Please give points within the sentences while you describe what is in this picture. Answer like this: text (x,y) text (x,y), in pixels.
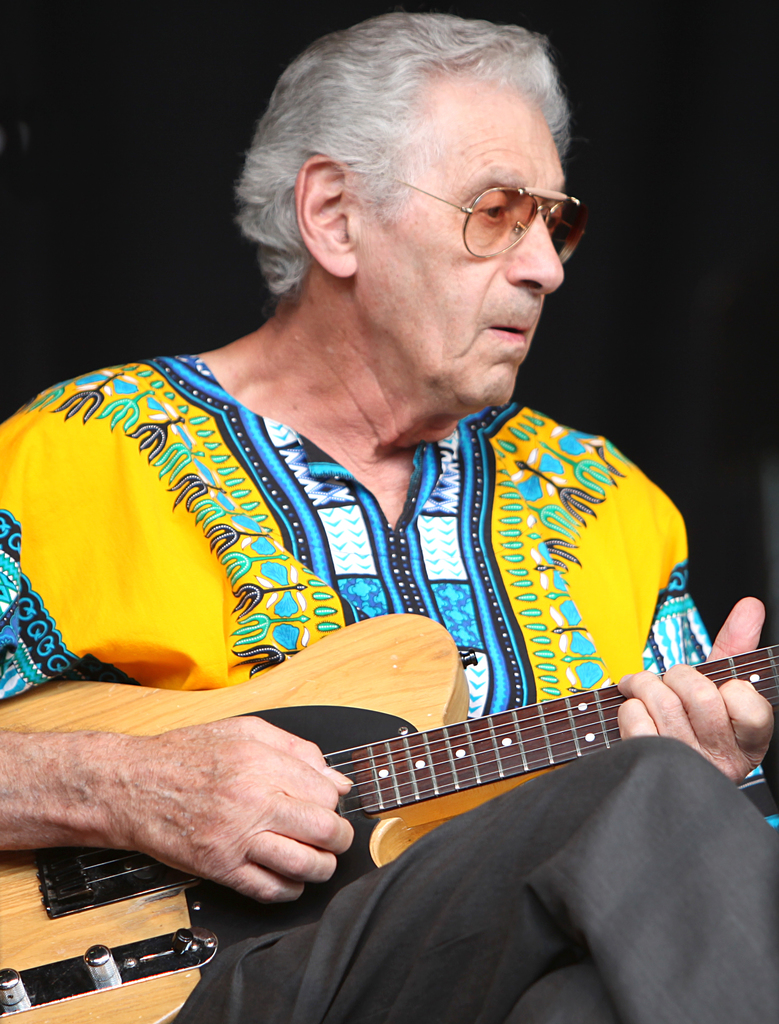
Here is the old man (430,531) wearing yellow shirt (173,518) and goggles (481,257). He is sitting and playing guitar (471,737), and the background (169,132) is dark.
